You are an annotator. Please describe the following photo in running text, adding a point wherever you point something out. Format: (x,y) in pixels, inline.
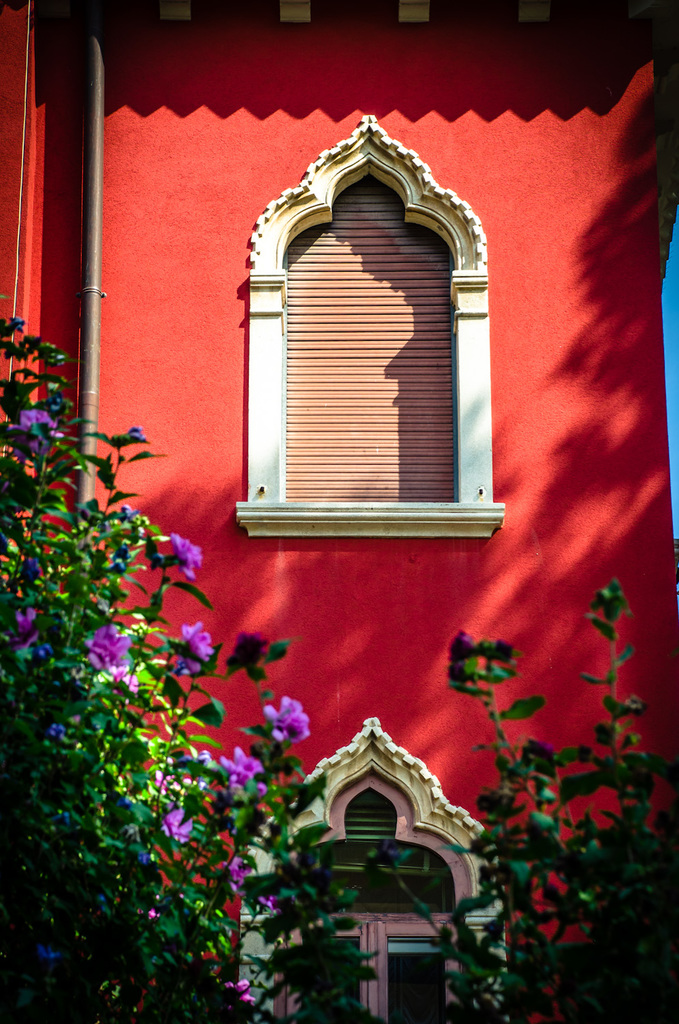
In the image there are flower plants (251,763) in the front (559,995) and behind there is a building (276,528) in red color with window (418,209) in the middle (401,468).
